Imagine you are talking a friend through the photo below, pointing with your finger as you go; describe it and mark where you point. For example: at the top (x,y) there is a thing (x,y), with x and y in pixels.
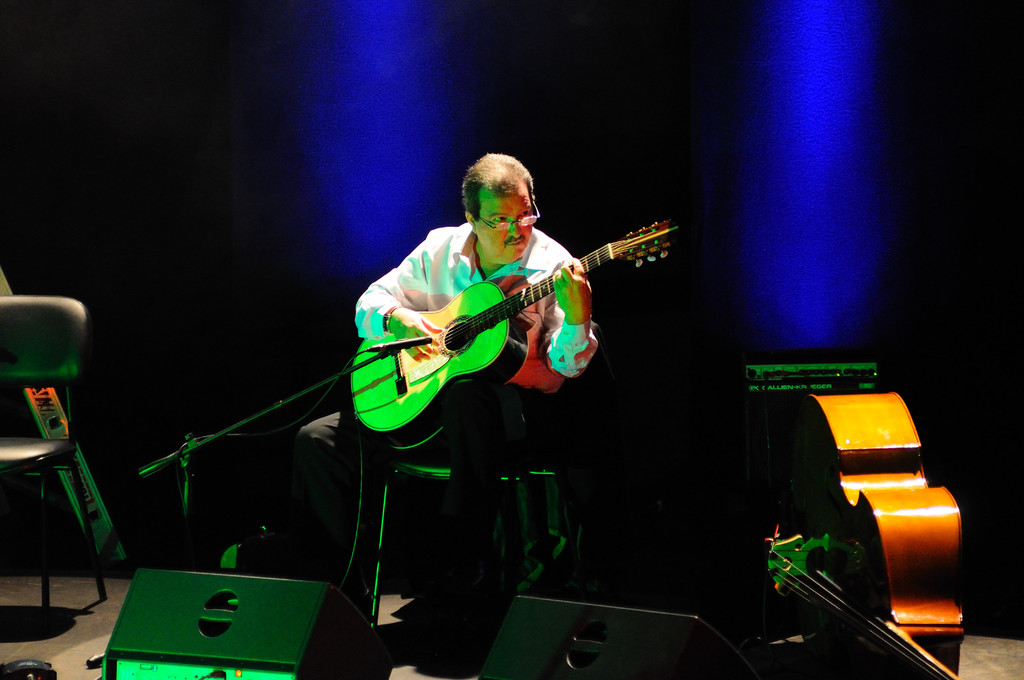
Here we can see a man (581,371) sitting on a chair (424,471) with a guitar (451,368) in his hand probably playing the guitar (478,331) with a microphone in front of him.
